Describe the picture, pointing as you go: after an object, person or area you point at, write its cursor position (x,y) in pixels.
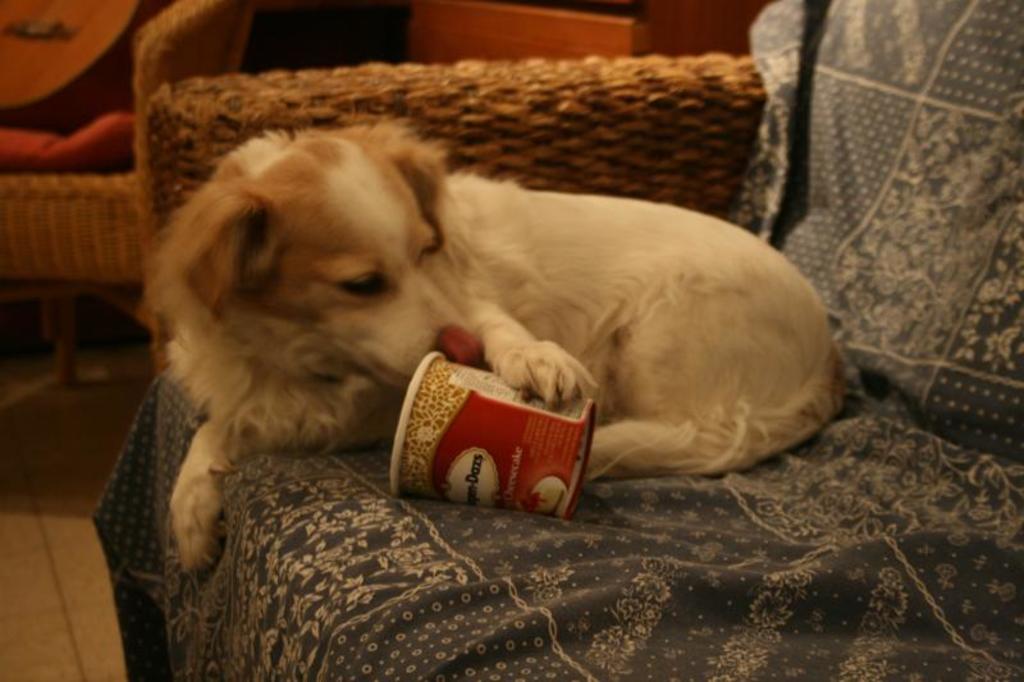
This picture shows a dog (697,431) seated on the sofa (867,264). We see a cloth (933,69) on it and we see a cup (534,510). The dog (356,210) is white and brown in color and we see a chair (201,0) with cushion (71,155) on the side.
